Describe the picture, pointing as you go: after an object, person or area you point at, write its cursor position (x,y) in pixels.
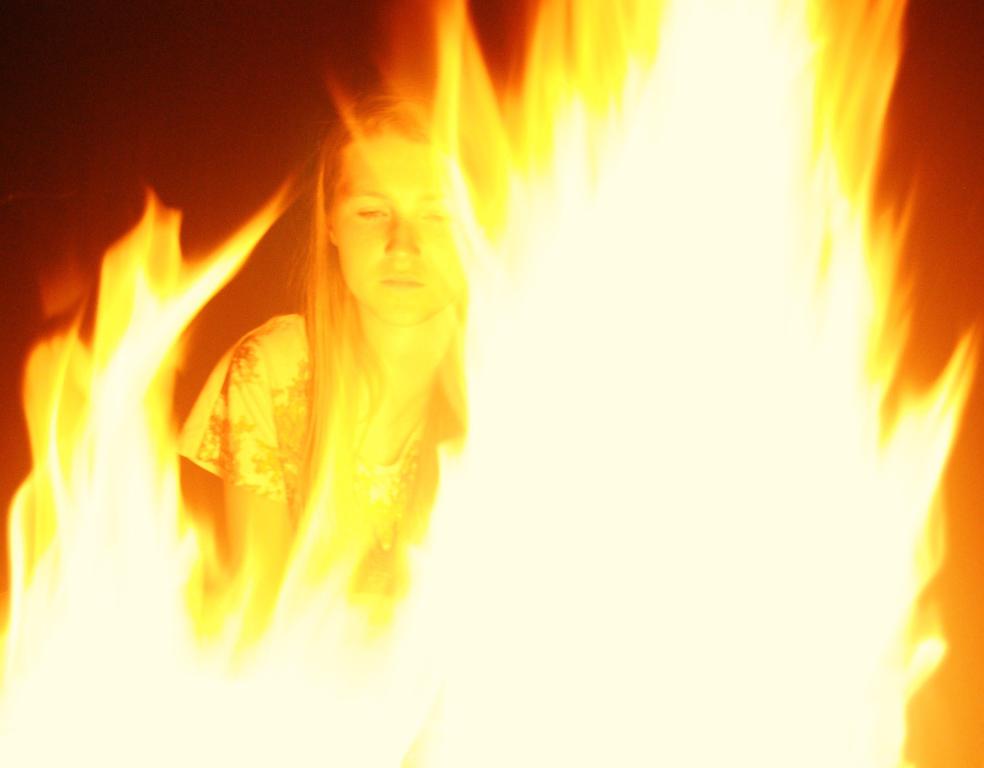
In this image we can see a woman (394,537). In the foreground (406,563) we can see the fire (699,591).
